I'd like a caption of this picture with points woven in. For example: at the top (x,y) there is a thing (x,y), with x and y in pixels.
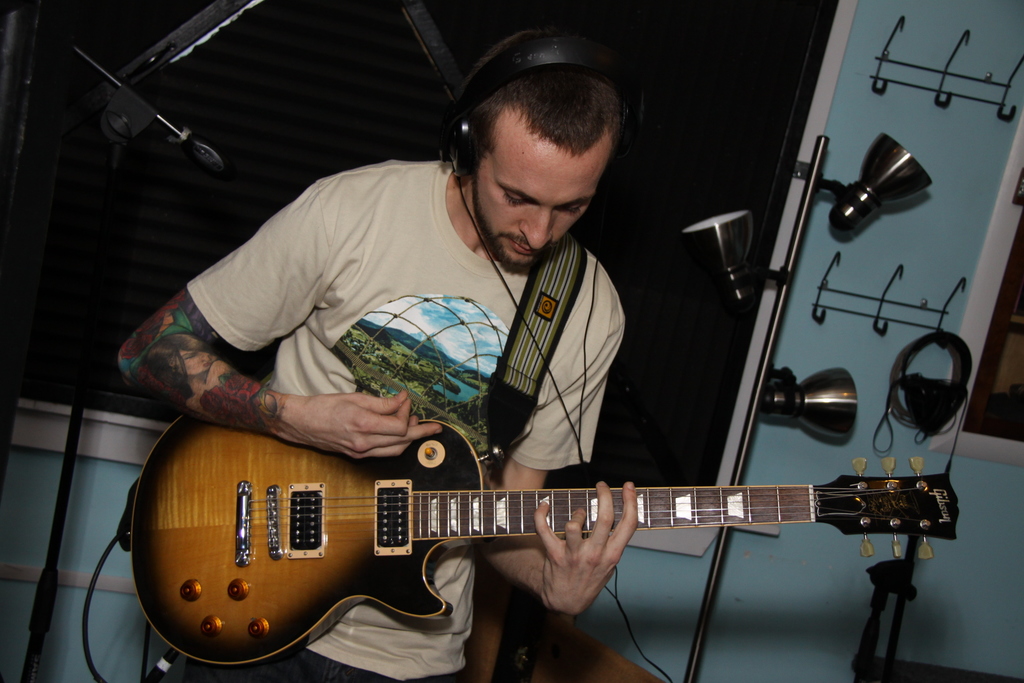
In this picture we can see a man (521,479) holding guitar (675,516) in his hand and wired headsets (546,57) and in the background (651,147) we can see wall (934,205), stand (772,330) and it is dark.
